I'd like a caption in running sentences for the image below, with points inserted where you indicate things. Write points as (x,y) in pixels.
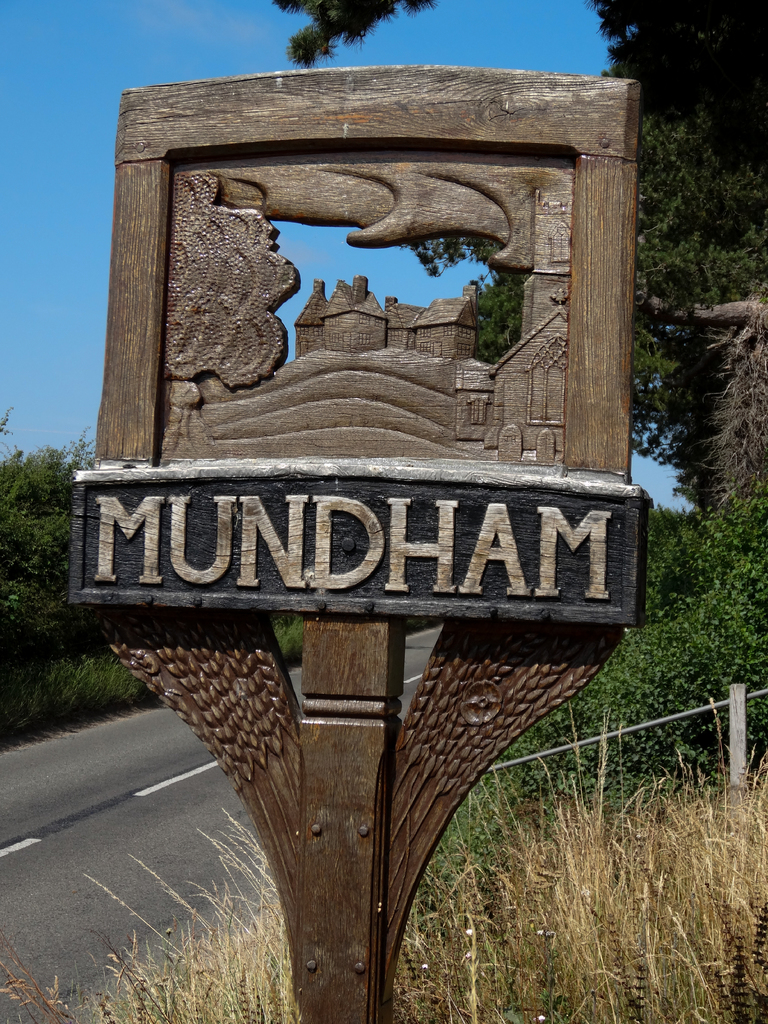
In this image in front there is a wooden board (326,551) with letters (414,543) on it. Behind the board (426,514) there is grass (508,929) on the surface (601,878). In the center of the image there is a road (80,808). In the background of the image (14,531) there are trees (624,34) and sky (132,23).
